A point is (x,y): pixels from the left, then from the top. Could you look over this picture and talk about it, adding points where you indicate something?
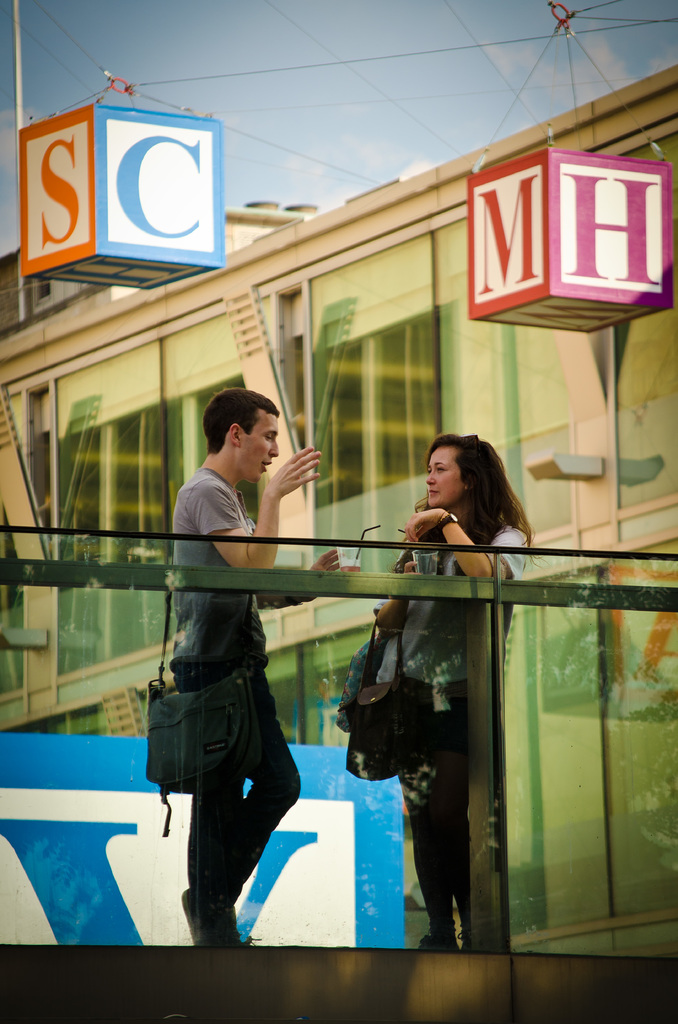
In the center of the image (259,405) we can see two people (201,838) are standing and talking and wearing the dresses (210,845), bags (397,680) and holding the glasses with straws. At the bottom of the image (308,873) we can see the railing (518,876). In the background of the image (329,216) we can see a building (671,455), windows (358,424), boards (36,253), wires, pole (17,126). At the top of the image (413,145) we can see the clouds (7,150) in the sky (551,23).
